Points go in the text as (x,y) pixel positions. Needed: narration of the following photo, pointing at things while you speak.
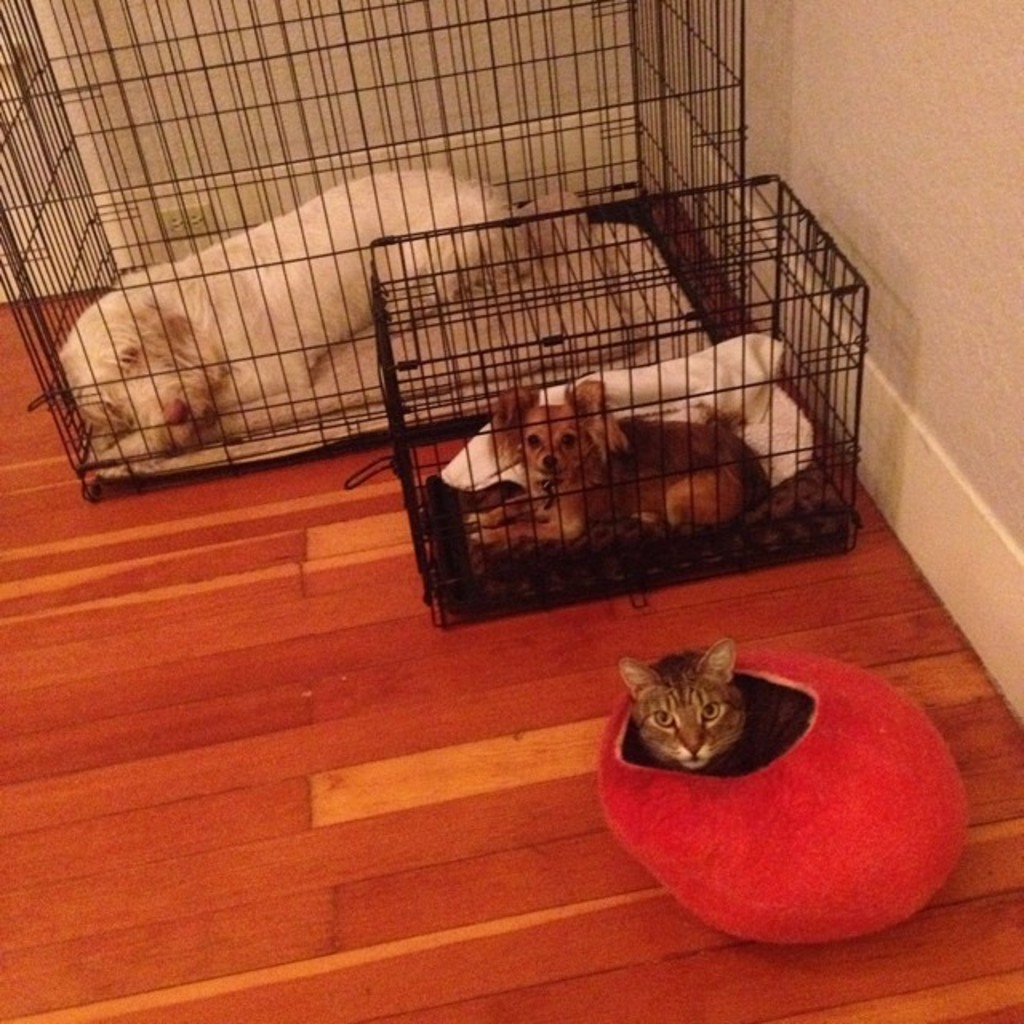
In this picture, we see a dog (328,256) and a puppy (613,479) are placed in the cages (554,343). Beside that, we see a cat (693,718) is sitting in the red color box (808,810) like. On the right side (908,319), we see a wall (956,383) in white color.
